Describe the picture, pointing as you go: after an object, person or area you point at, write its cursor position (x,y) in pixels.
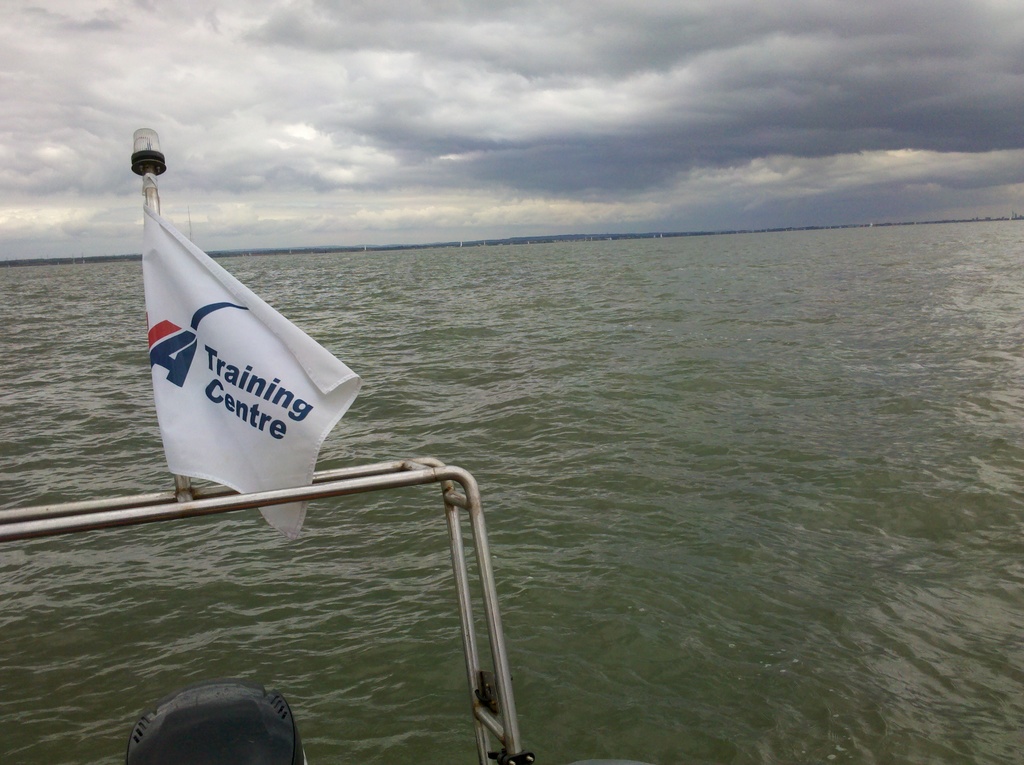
In this image there is a flag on the metal rod (508,750) and there is some object (193,698) in the ocean (709,425). At the top of the image (447,113) there are clouds (518,115) in the sky (587,117).
